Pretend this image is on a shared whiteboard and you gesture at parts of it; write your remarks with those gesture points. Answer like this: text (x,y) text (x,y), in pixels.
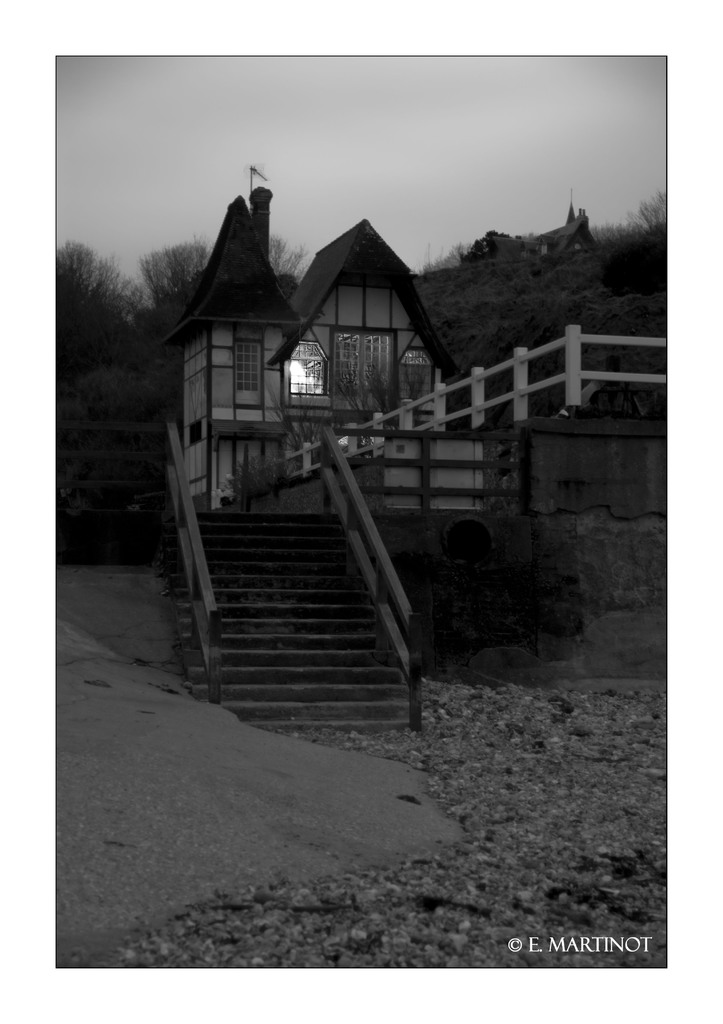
This is a black and white picture. On this there is a staircase (291,607). Near to that there is a wall (526,563) with a pipe (468,544) on that. There is a building (281,374) with window (295,362). In the background (165,319) there are trees (179,291) and sky (471,140). On the left side (158,726) there is rock (283,810).
